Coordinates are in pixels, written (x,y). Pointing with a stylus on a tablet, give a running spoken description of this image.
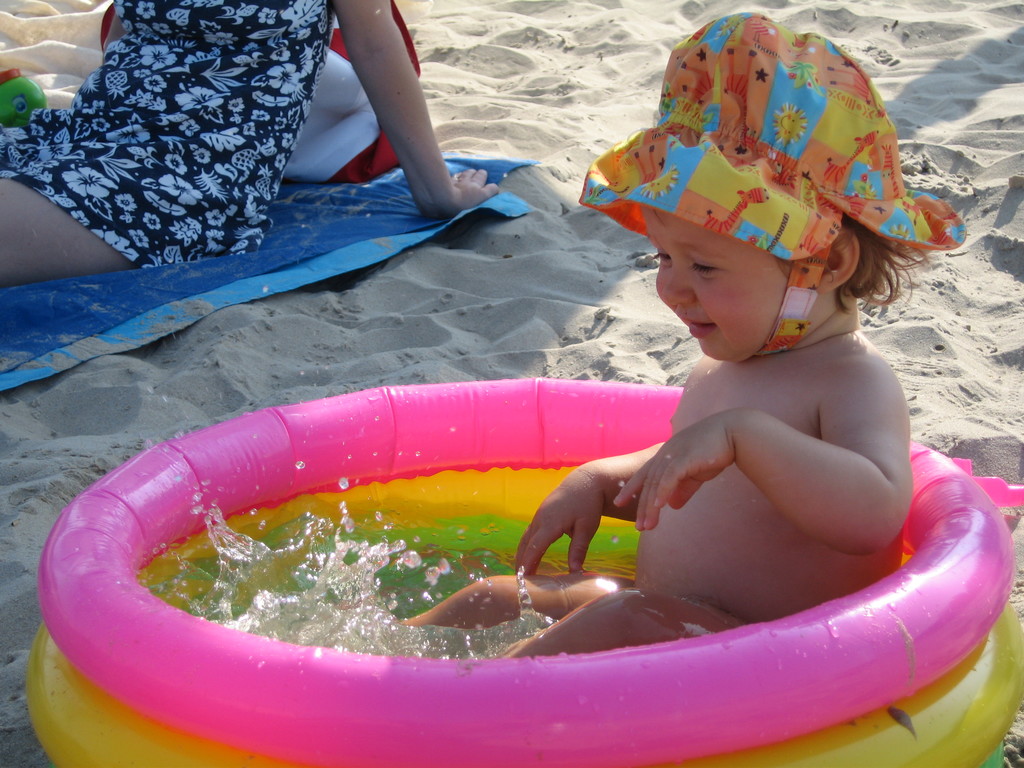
In this image we can see two persons (680,304), among them, one is sitting in the tub (646,384) and other one is sitting on the mat (410,204), also we can see a toy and the sand (381,311).
